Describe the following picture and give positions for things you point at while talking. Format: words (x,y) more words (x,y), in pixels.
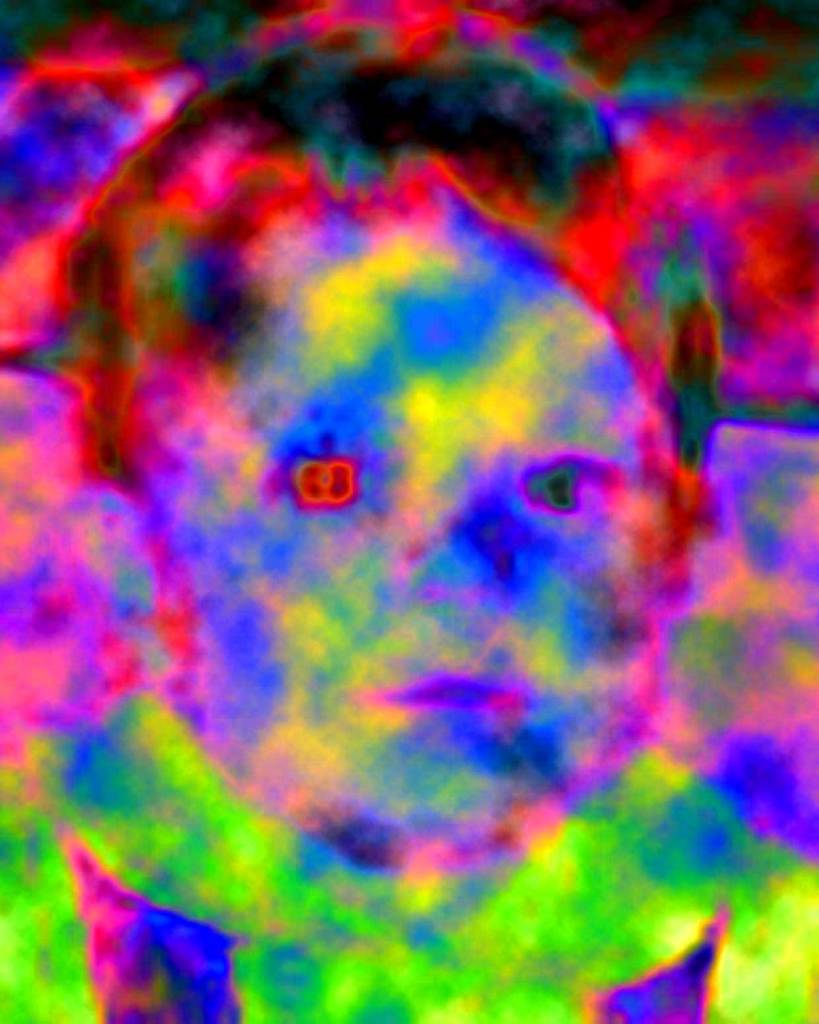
In this image we can see a painting (290,552) of a child (410,506).
